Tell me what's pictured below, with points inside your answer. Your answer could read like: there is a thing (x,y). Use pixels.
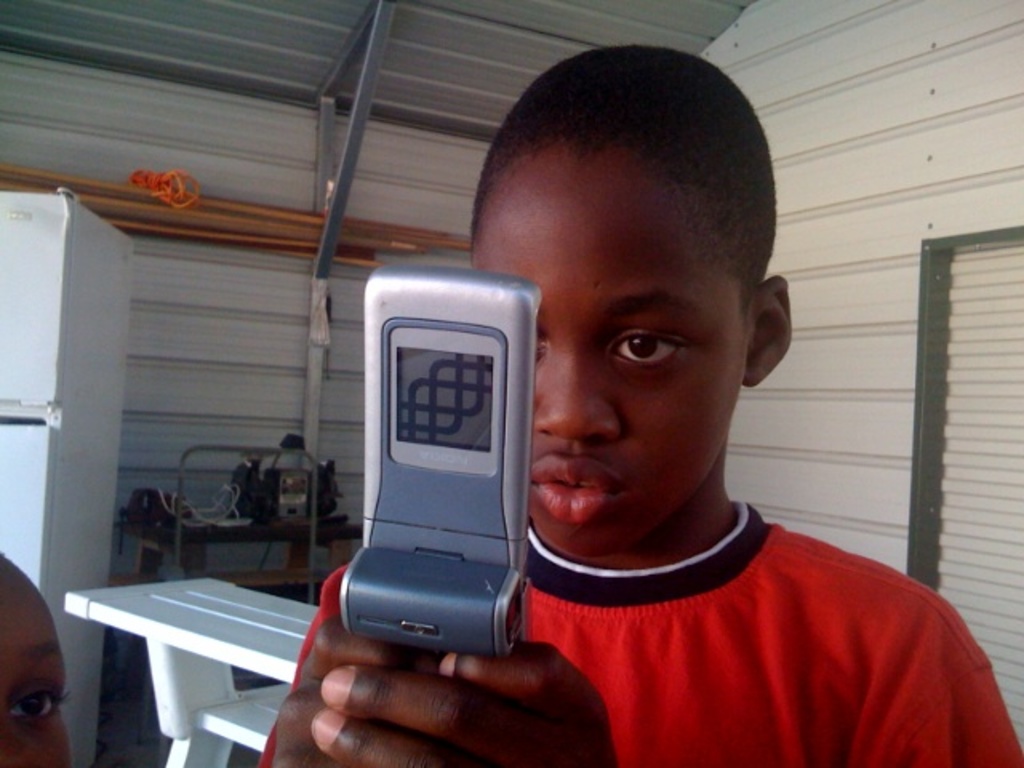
There is a kid (491,192) holding a mobile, beside this kid (369,715) we can see a person face (12,748). In the background (200,648) we can see table (262,620), white object (51,554), wall (131,456), rods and objects (284,510) on the table (287,527).
